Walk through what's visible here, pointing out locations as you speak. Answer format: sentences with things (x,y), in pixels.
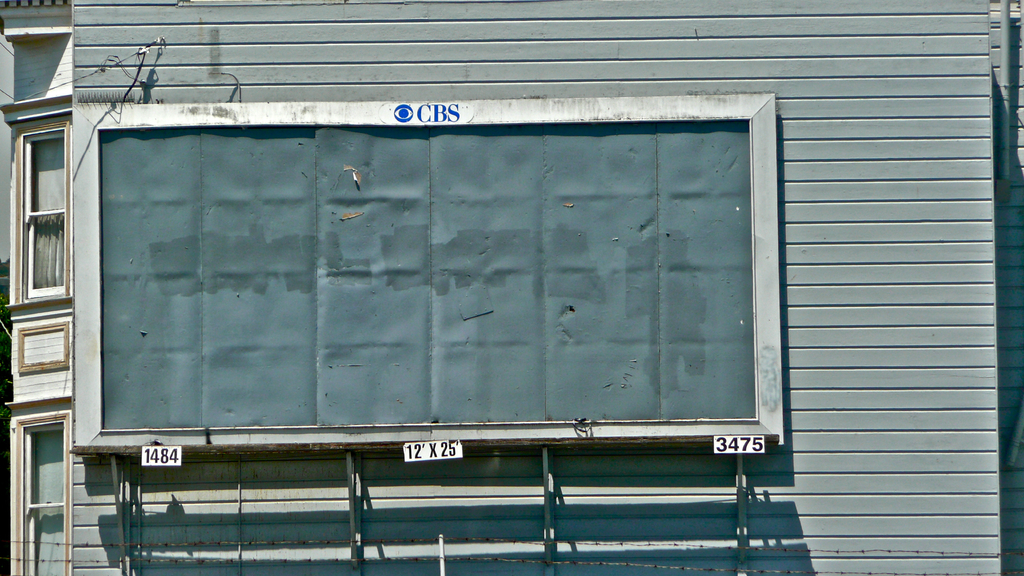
In this image there are windows (25,242) on the left corner (40,174). There are objects (1004,74) on the right corner (1003,190). There is an object (210,264) in the foreground (463,296). It looks like a wall (863,40) in the background (423,542).
